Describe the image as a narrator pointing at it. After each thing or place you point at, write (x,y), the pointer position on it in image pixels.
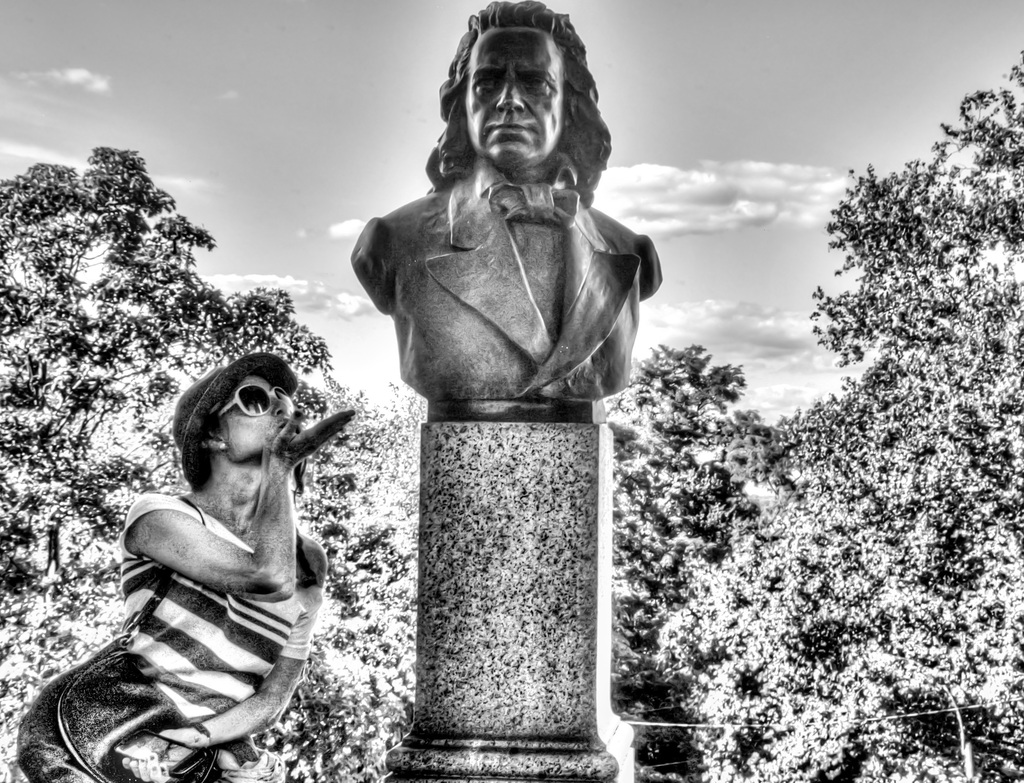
In this image at front (555,729) there is a statue (466,579). Beside the statue (438,663) there is a person (169,598) wearing the hand bag (82,760). At the background (342,433) there are trees (864,438) and sky (880,163).
